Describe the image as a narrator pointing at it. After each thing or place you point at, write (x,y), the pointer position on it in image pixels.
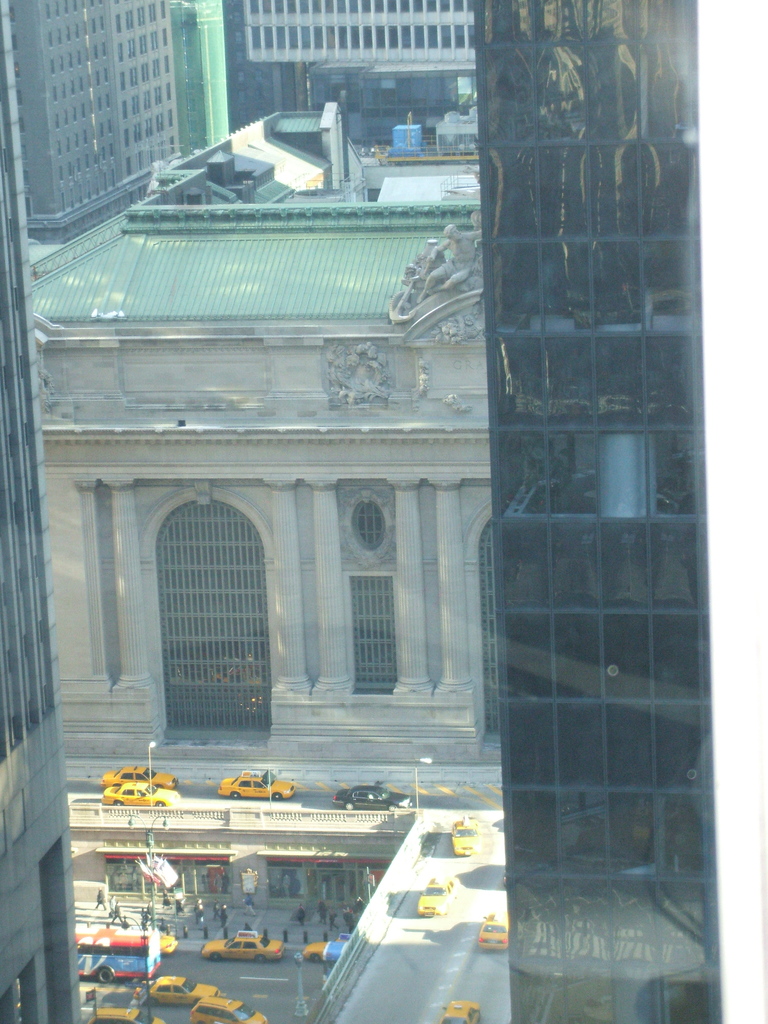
In this picture we can observe roads (210,797) on which some cars (250,934) were moving. We can observe a bus (111,941) here. There are large buildings (142,422) in this picture. In the background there are some people (202,908) walking on the footpath (242,916).
